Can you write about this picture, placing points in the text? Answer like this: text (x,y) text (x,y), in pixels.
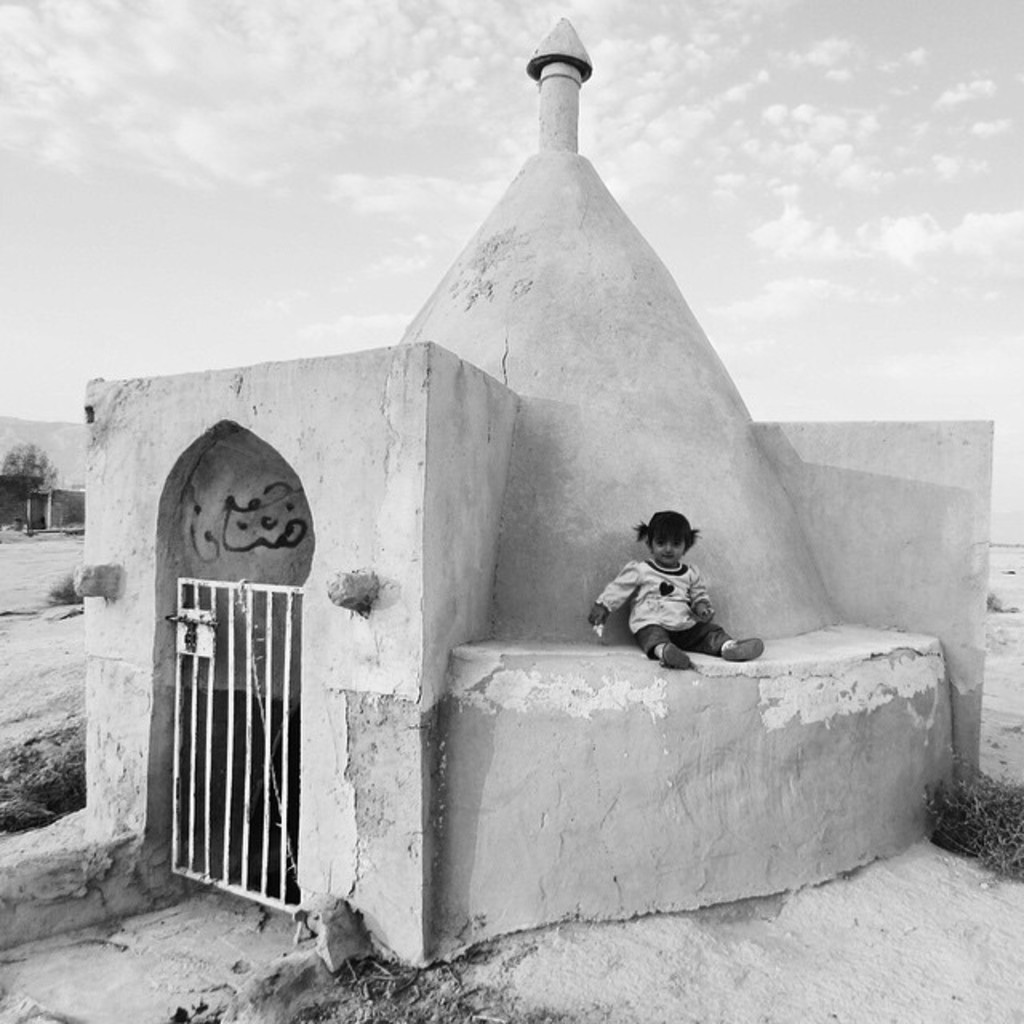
In this image I can see a baby (674,617) is sitting on the concrete surface (617,662) and I can see the building (497,535) and a metal gate (284,730). In the background (54,469) I can see a tree (22,466), the ground (72,611) and the sky (200,170).
